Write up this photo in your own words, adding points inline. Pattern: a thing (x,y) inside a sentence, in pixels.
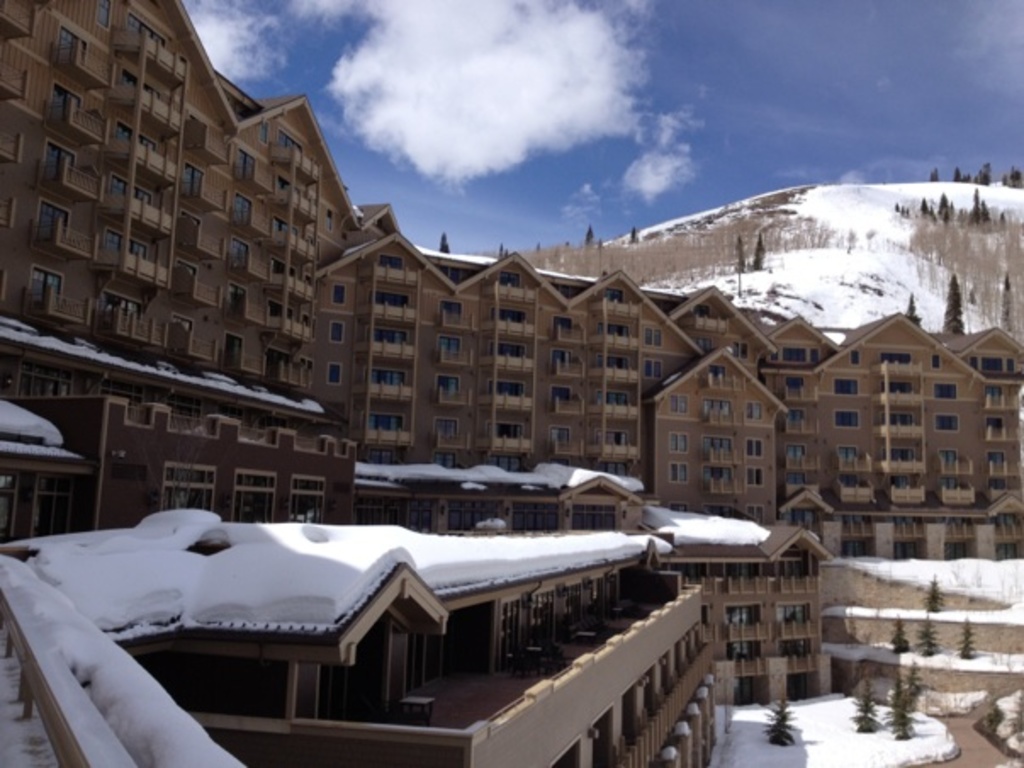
In this image there is a huge building (738,617), trees (899,735), mountains (898,268), snow (476,551) and the sky (497,105).
